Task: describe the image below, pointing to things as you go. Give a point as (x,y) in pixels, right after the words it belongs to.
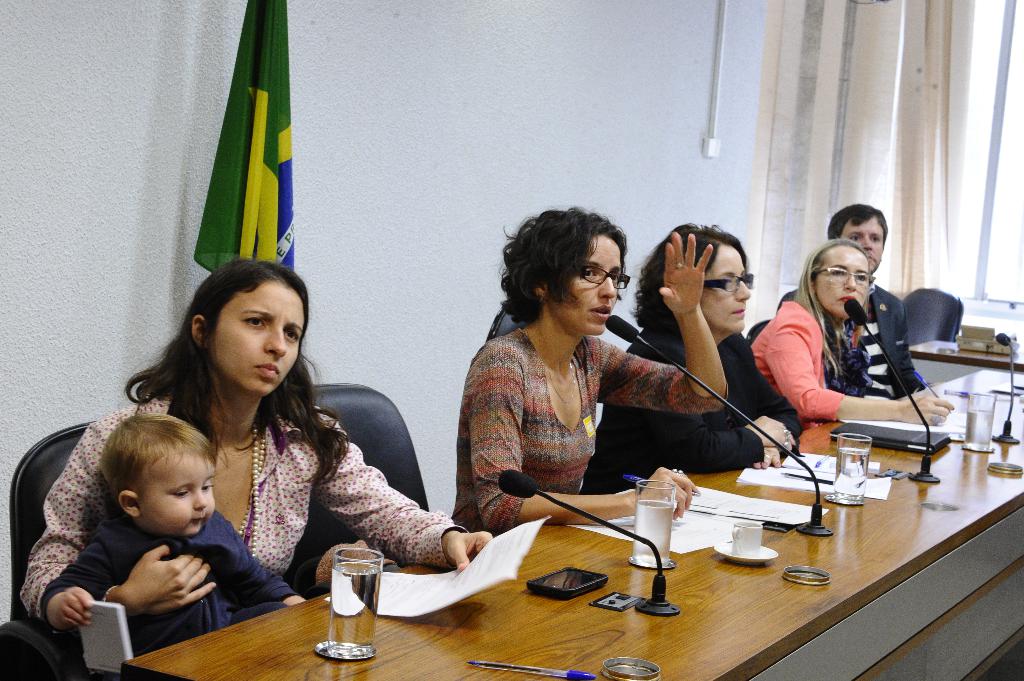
I can see in this image a group of people (239,374) are sitting on a chair (392,428) in front of a table (566,565). On the table (589,592) I can see there are few microphones (638,536), glasses (664,546) and other objects (683,526) on it. I can also see there is a curtain (865,96), a flag (272,83) and white color wall (433,170).
